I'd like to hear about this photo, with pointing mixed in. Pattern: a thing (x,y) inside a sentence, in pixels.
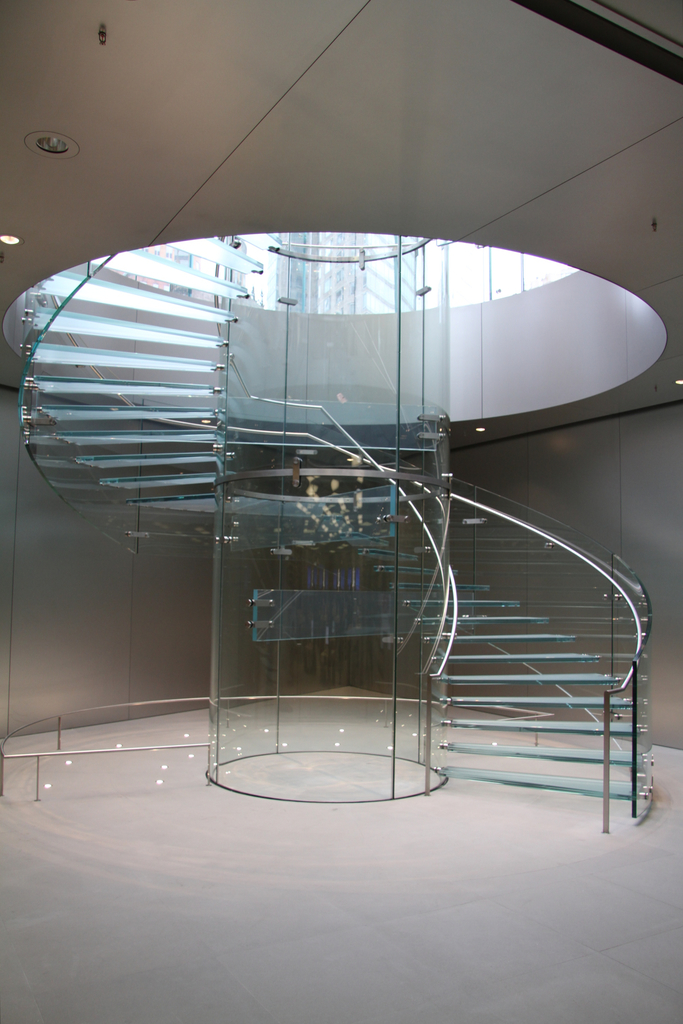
In this picture I can see there is a stair case (305,453) which is made of glass (413,557) and there is a railing (430,727) around it and there are lights (9,239) attached to the ceiling (148,168).
